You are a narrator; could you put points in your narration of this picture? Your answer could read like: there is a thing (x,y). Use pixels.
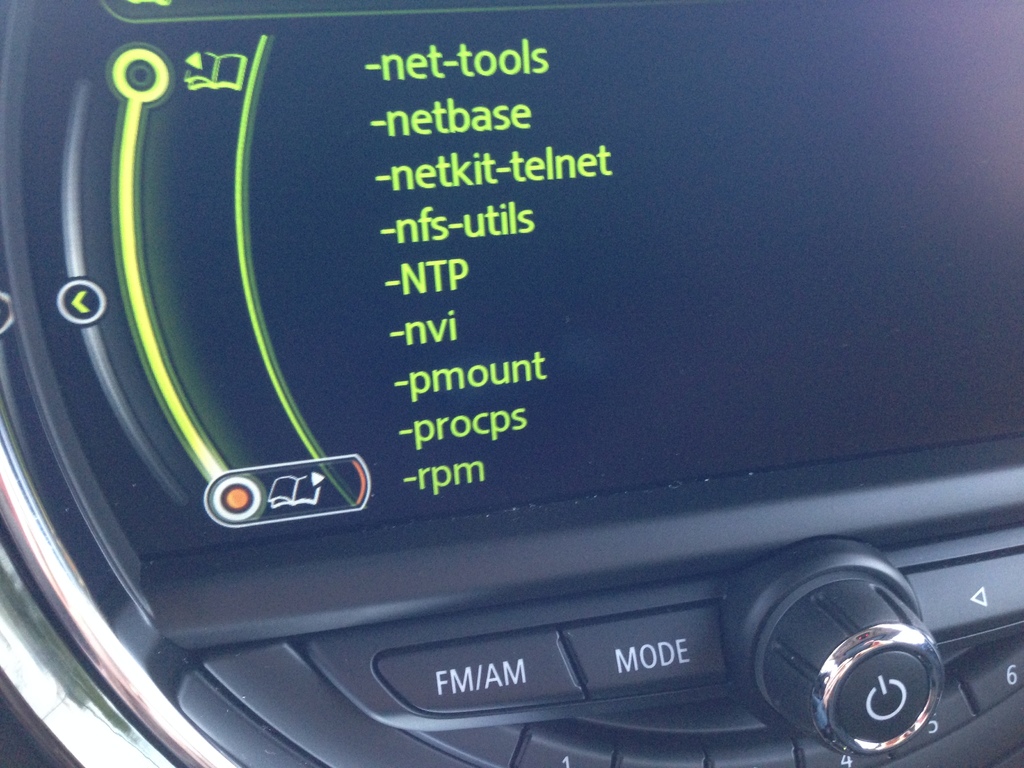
In this image we can see a screen (391,329) with some text (420,329) on it and also we can see the buttons (786,680).
